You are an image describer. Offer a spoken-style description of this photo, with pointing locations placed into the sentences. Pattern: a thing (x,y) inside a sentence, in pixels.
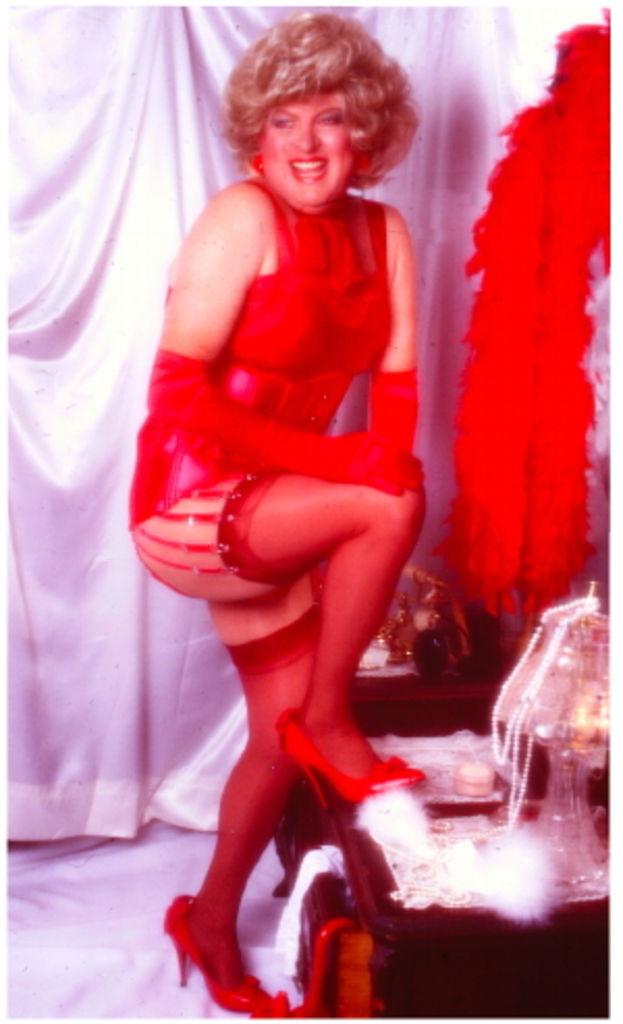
In the center of the image (269,442), we can see a lady (213,212) and in the background (198,91), there is a curtain (429,73) and we can see streamers (505,560) and some other objects (435,782) on the stand (370,697).
